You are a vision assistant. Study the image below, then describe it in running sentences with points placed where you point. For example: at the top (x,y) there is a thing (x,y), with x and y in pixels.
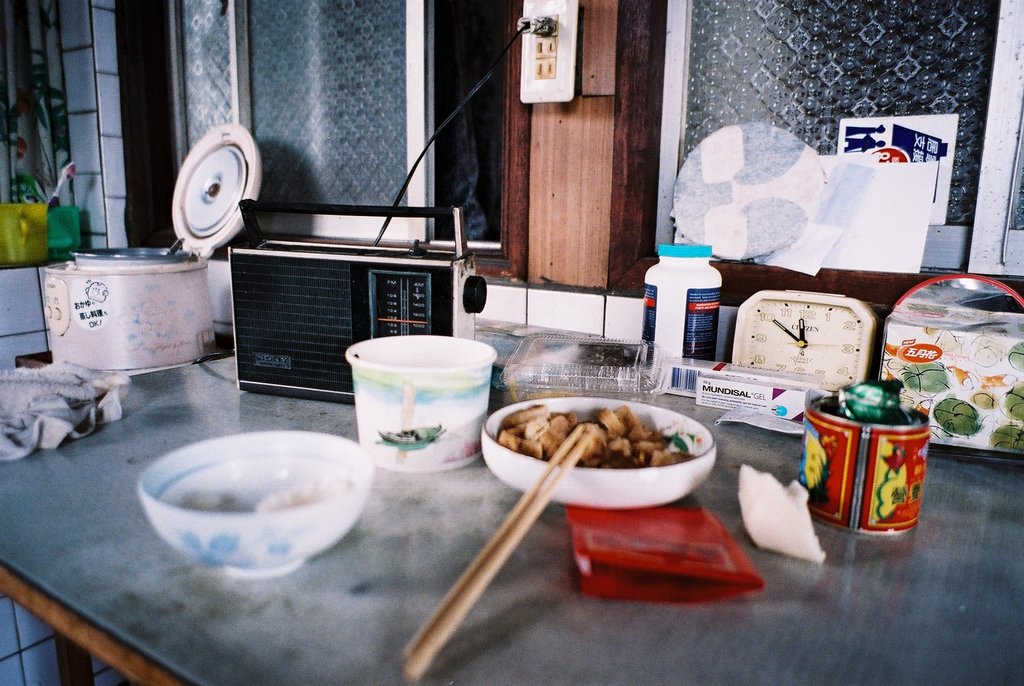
In this image we can see a table (588,658) where a bowl (308,548), a radio (314,373), a cooker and watch (793,337) are kept on it. Here we can see a glass window (390,91).
